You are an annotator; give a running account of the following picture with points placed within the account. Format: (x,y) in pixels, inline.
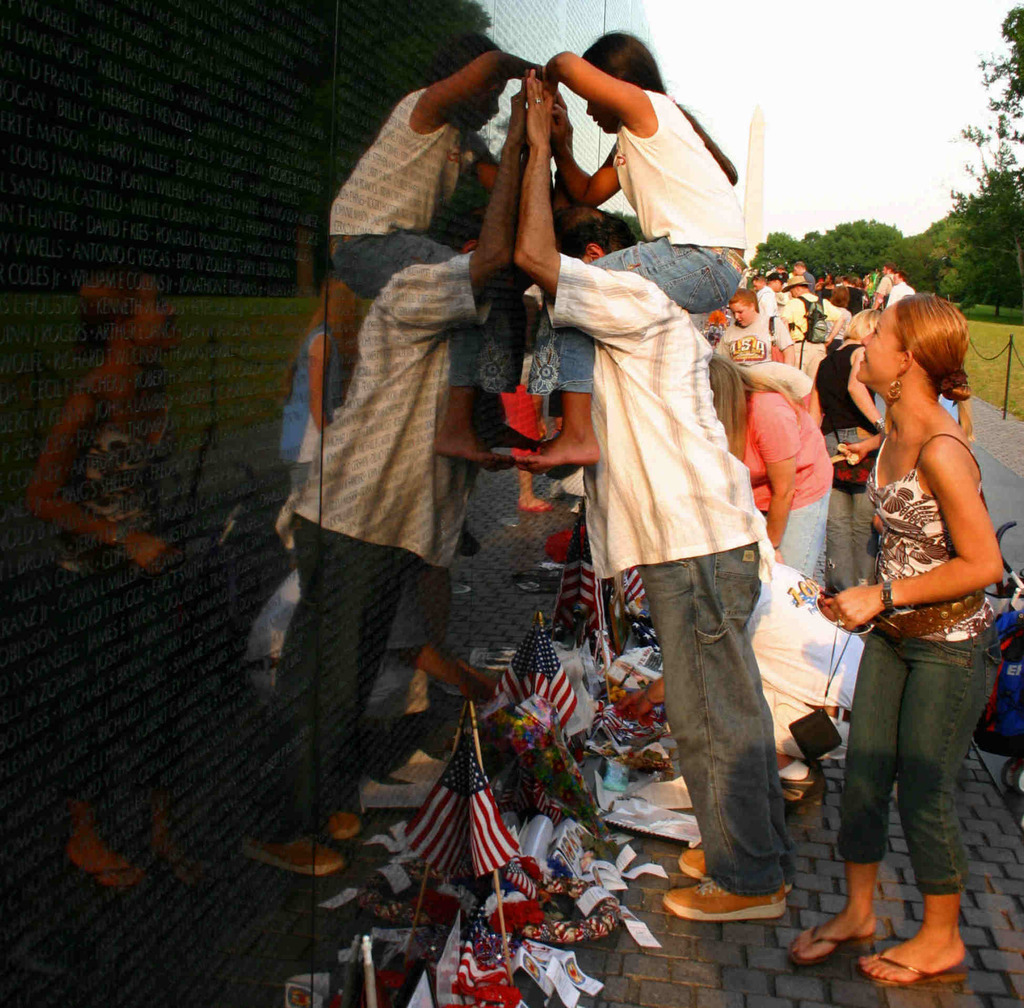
In this picture we can see a few flags (539,681) and some colorful objects (606,759) on the path (532,999). We can see a girl (588,386) sitting on the shoulder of a man (611,337) and looking in the building (512,283). We can see a woman (947,708) and a blue color object (1005,636) on the right side (996,690). There is a pole (1007,368) and a chain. We can see some grass (984,320) on the ground (980,341). There are a few trees (916,273) visible in the background (910,255).
